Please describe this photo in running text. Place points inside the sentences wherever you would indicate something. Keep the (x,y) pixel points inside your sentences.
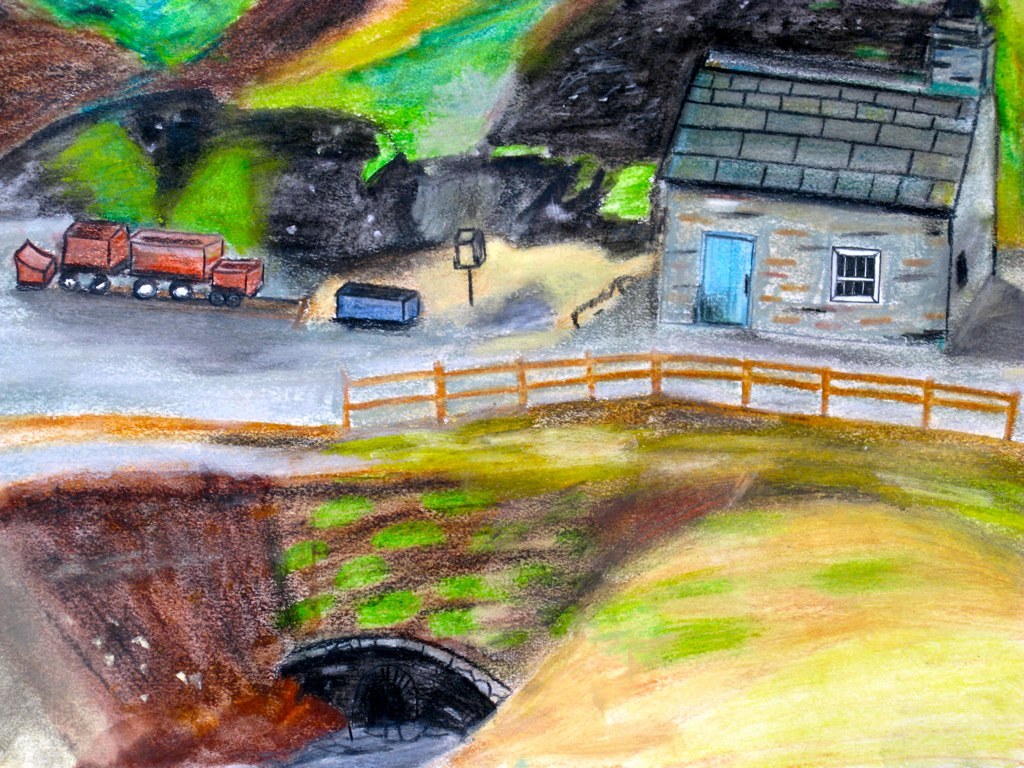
In this image we can see painting of a house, fence (1010,419), road (604,355), vehicles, door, window (876,284), pole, and other objects (408,222).
